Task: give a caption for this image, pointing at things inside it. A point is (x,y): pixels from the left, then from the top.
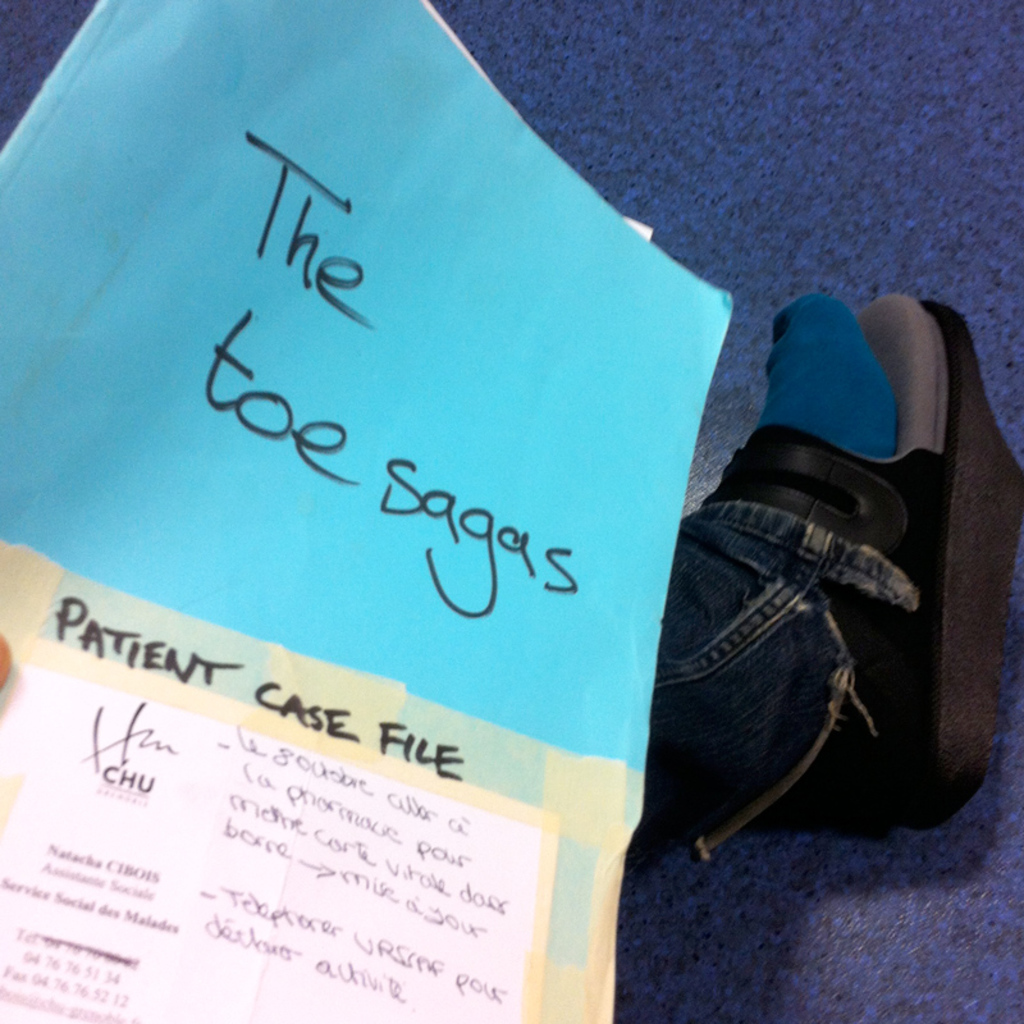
The picture consists of a file (398,658) and a person's leg (793,594) and finger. At the bottom (939,928) and at the top (817,144) there is blue color mat (967,298).
